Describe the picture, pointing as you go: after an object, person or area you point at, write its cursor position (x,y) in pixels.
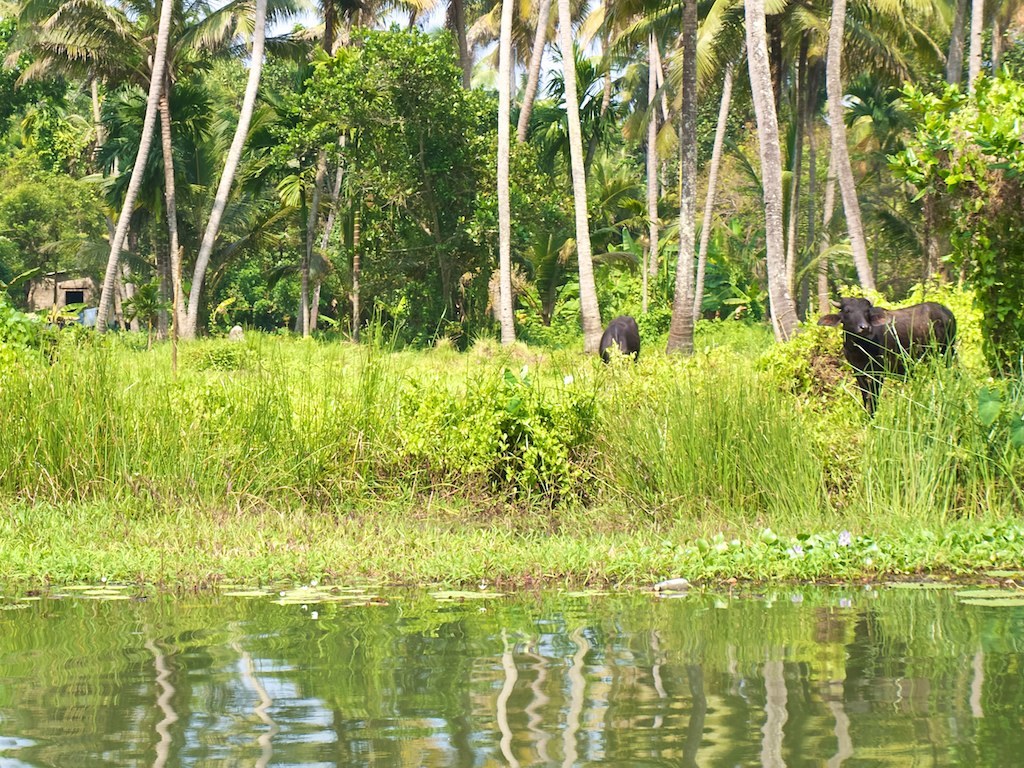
In this picture there is water (833,733) at the bottom side of the image (873,751) and there is grass (664,364) in the center of the image (602,361) and there are cows (855,341) on the right side of the image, there are trees (564,288) in the background area of the image (583,221).
